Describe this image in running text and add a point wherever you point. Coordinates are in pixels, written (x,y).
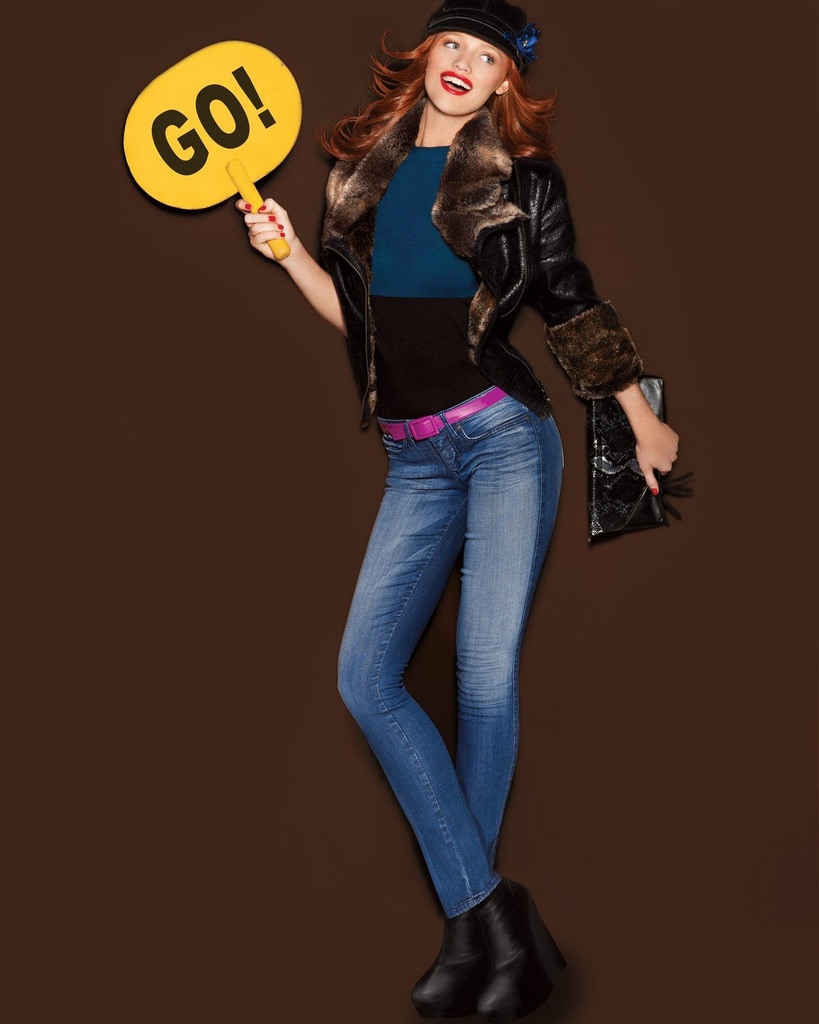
In this image, we can see a woman (368,591) standing and holding a go sign board (233,190), there is a brown background (104,673).
